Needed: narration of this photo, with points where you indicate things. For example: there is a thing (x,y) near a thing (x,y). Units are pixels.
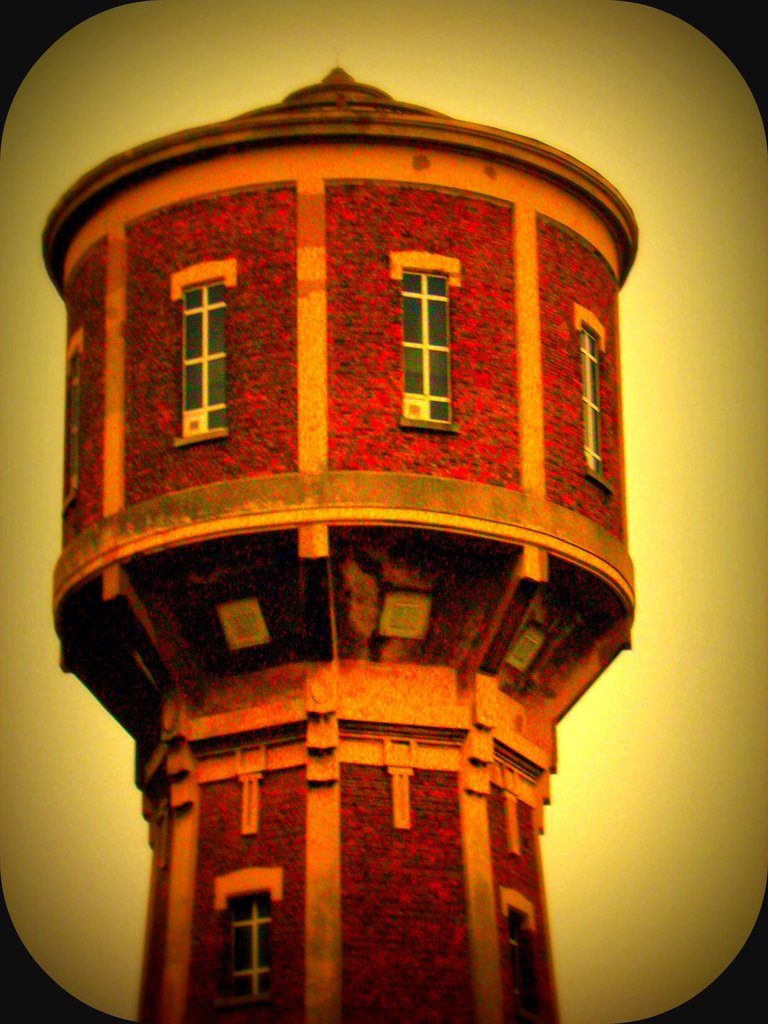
There is a building tower (367,553) in the center of the image (501,559).
